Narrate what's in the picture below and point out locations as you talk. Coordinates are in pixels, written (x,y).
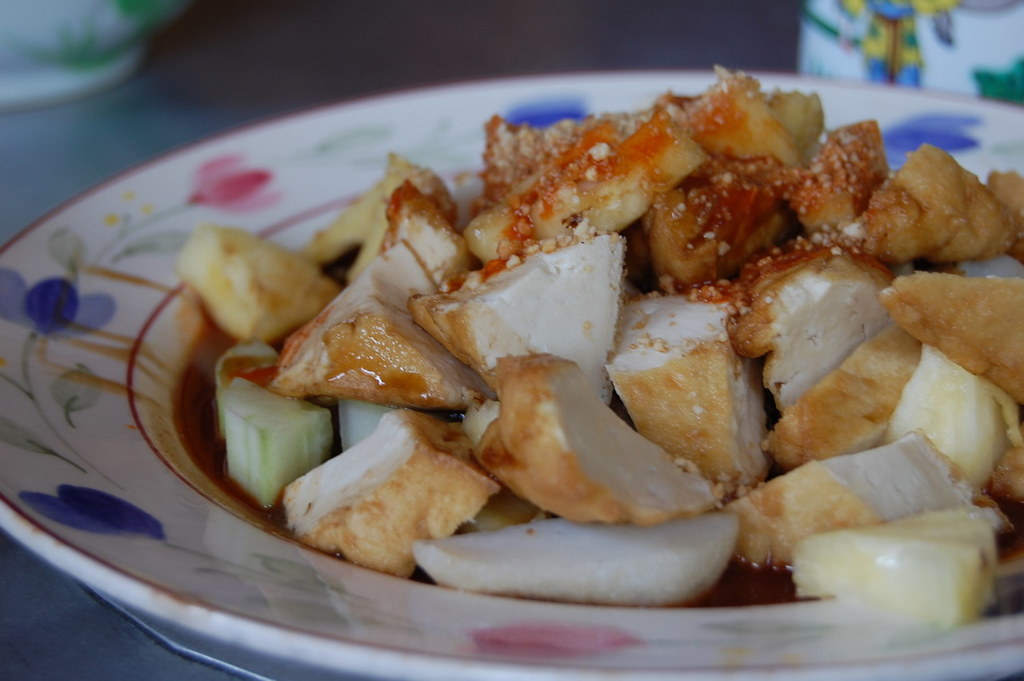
There are food items (773,478) on a white color plate (499,601) which is on the table (228,120) on which, there are other vessels (954,35). And the background (261,51) is dark in color.
